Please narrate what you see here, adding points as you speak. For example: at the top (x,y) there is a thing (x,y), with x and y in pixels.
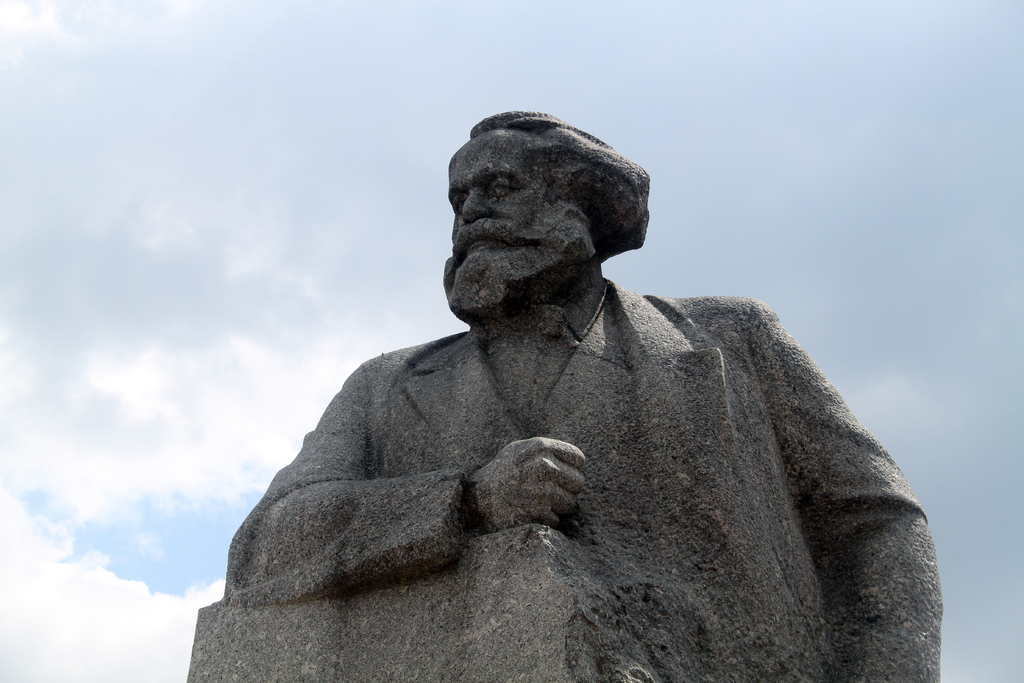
In this image I can see the statue (539,405) of the person (546,395) which is in grey color. In the background (332,324) I can see the clouds (164,492) and the sky (166,539).
